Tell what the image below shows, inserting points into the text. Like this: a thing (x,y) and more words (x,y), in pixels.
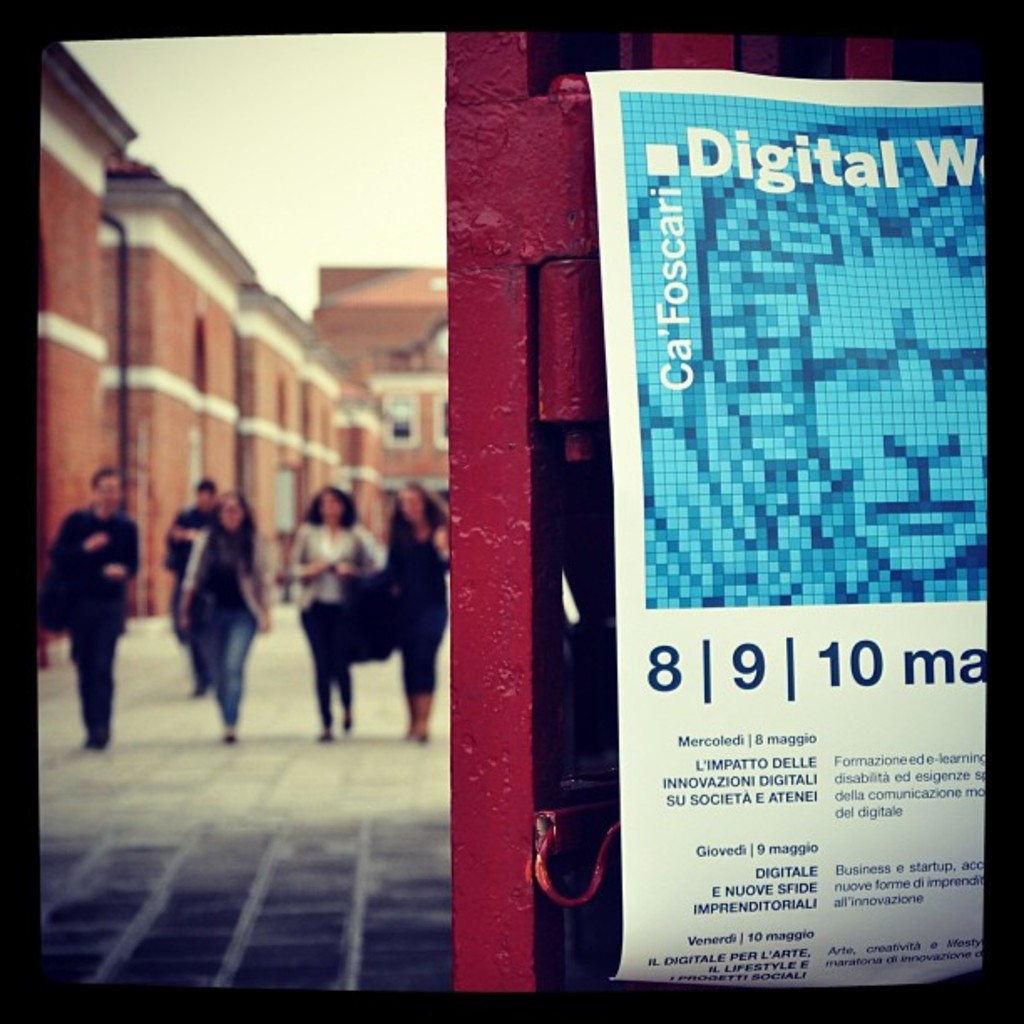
In the image we can see there is a paper poster (819,599) kept on the gate (588,757) and there are people (414,595) standing at the back (434,594). Behind there is a building (383,500) and the image is little blurry at the back (281,404).
